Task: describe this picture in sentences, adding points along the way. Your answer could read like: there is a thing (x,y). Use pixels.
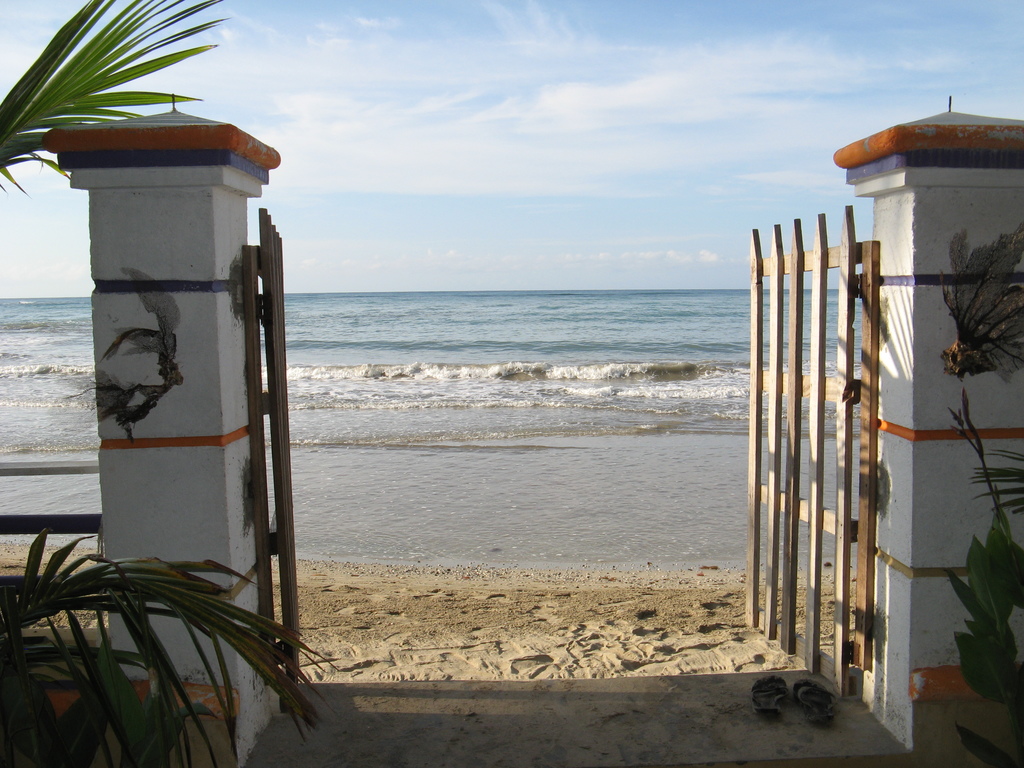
In the image there are two pillars (942,261) with wooden gates (775,357). On the left (79,607) and right side of the image (990,687) there are plants (996,604). At the bottom of the image (592,692) there is concrete (785,720) with footwear (776,699) on it. Behind the gate (267,401) there is sea (396,369). At the top of the image (448,106) there is a sky (466,173).
